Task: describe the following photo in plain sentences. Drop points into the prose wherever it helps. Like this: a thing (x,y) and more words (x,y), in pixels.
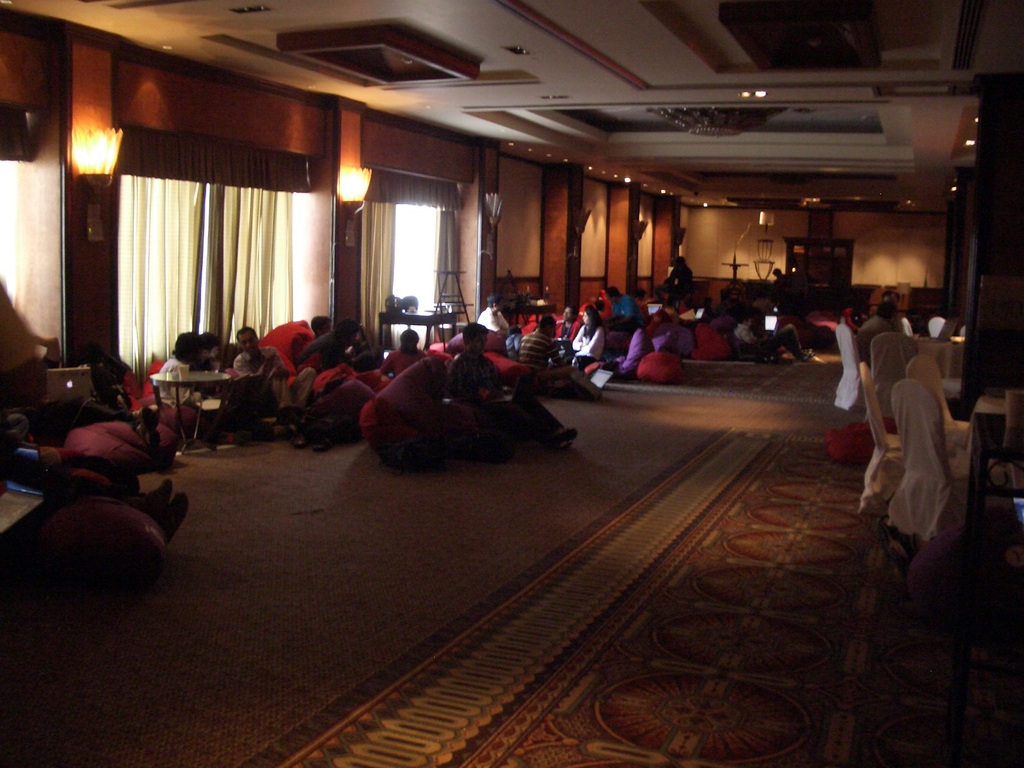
In this image, there are a few people (560,422), tables (536,308), chairs (892,481), curtains (453,296). We can see the ground (427,511) with some objects (496,344). We can also see the wall (526,252) with some objects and the roof (590,101) with some lights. We can also see some screens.
